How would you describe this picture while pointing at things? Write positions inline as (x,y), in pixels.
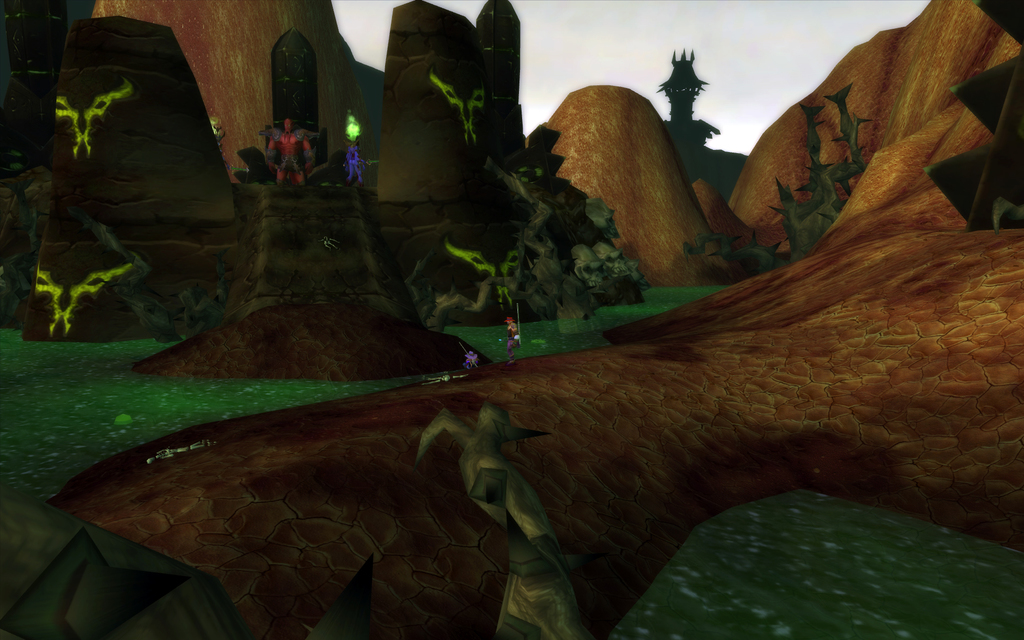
This is an animated image. In this image we can see hills (246,143) and animated characters (353,153).
